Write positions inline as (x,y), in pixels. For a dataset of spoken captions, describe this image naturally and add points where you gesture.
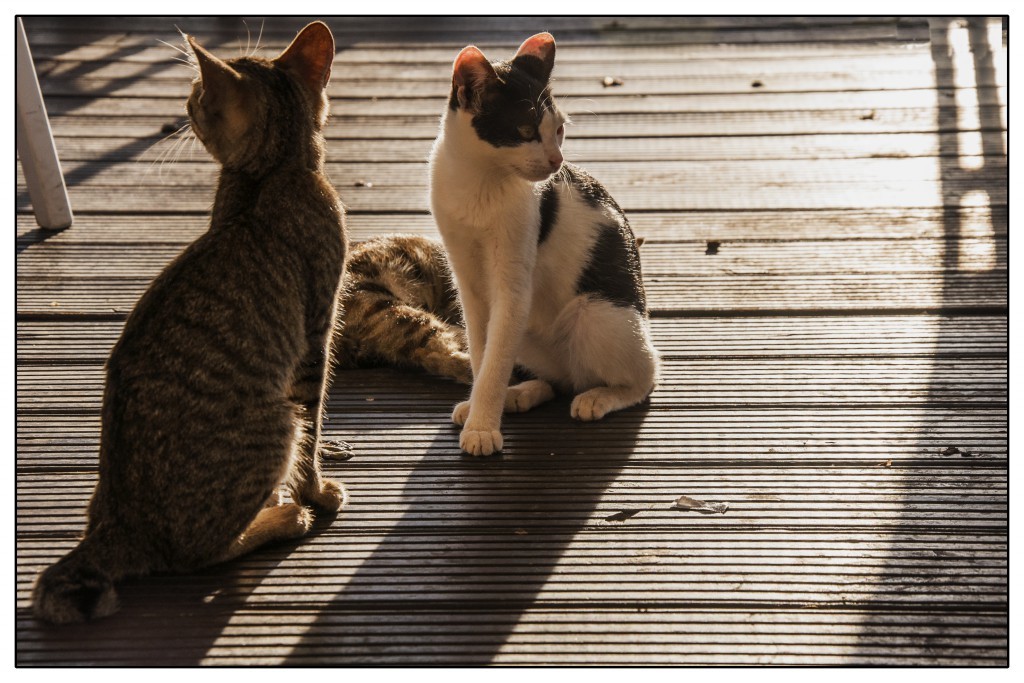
In this image there are three cats (386,318) on the wooden surface (665,290), there is an object (37,135) towards the left of the image (33,163), there are objects (702,504) on the wooden surface (647,521).
